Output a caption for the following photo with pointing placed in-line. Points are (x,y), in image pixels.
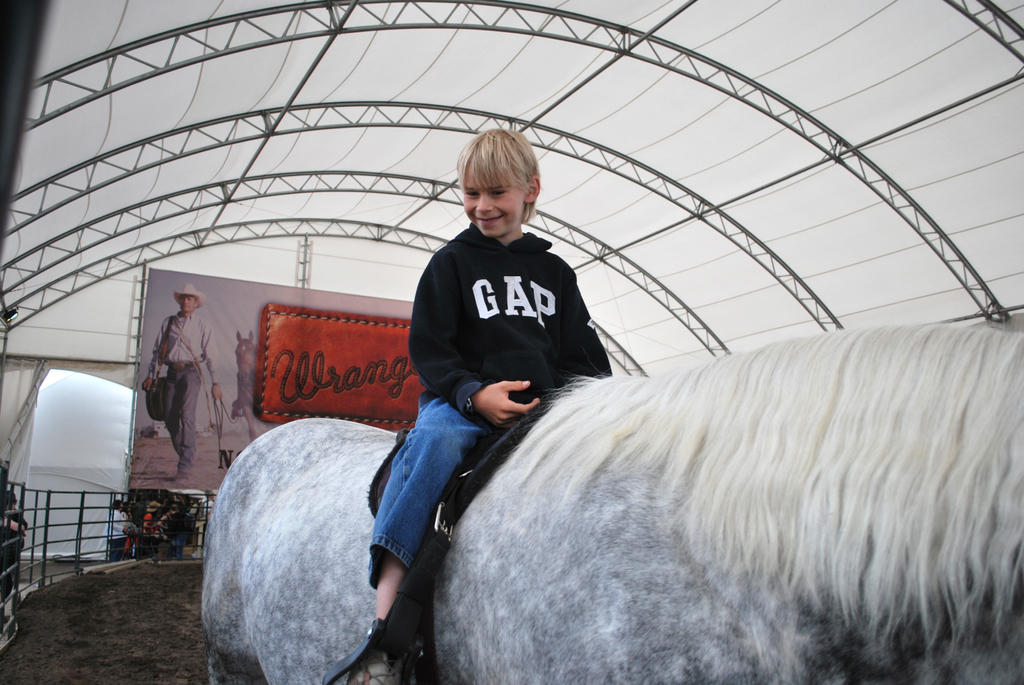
In the center of the image (443,300) there is a boy (414,440) wearing black color jacket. He is sitting on horse (248,452). In the background of the image (150,482) there is a advertisement banner (172,452). In the top of the image (265,226) there is a shed (58,27).
